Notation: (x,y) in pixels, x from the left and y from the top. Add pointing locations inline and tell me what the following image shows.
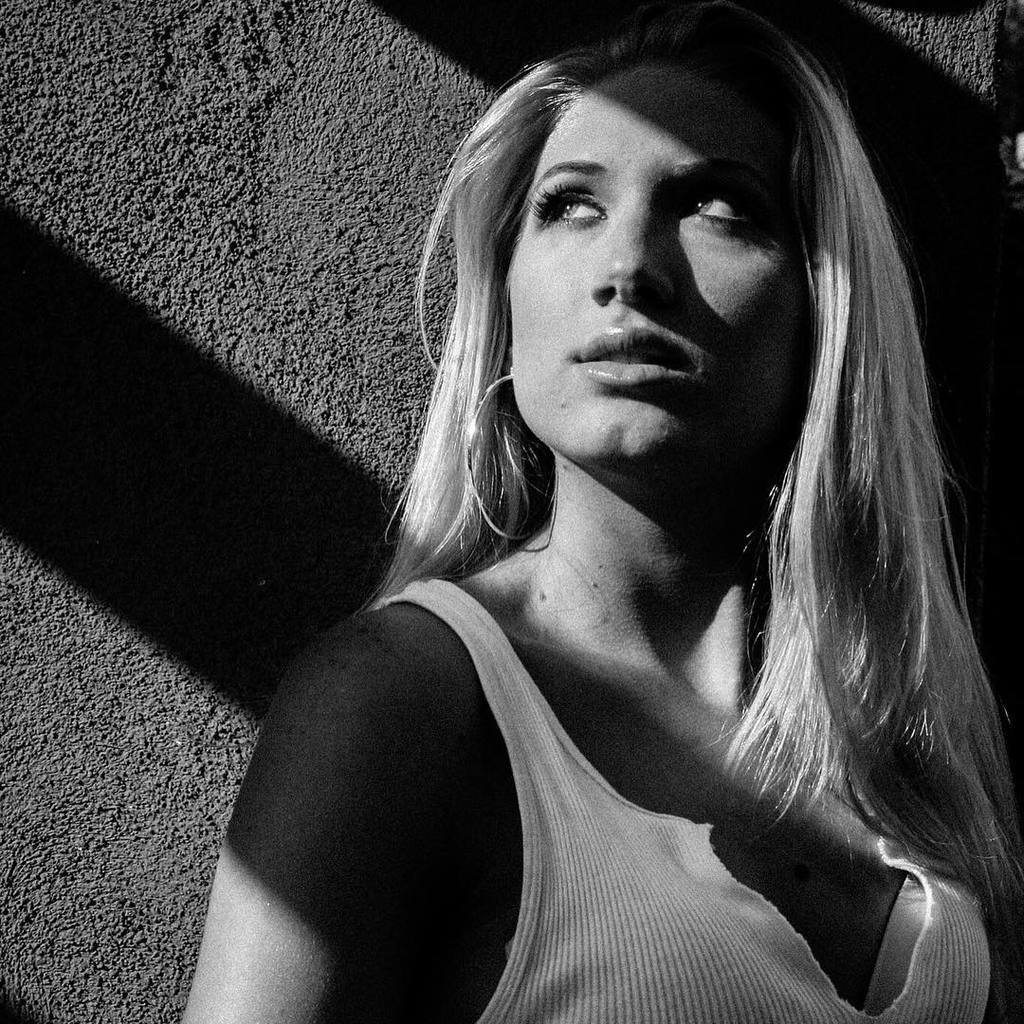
In this picture there is a woman (884,551) with white dress (622,984). At the back (256,146) there is a wall (154,162) and there is a shadow (88,567) on the wall (954,241).
